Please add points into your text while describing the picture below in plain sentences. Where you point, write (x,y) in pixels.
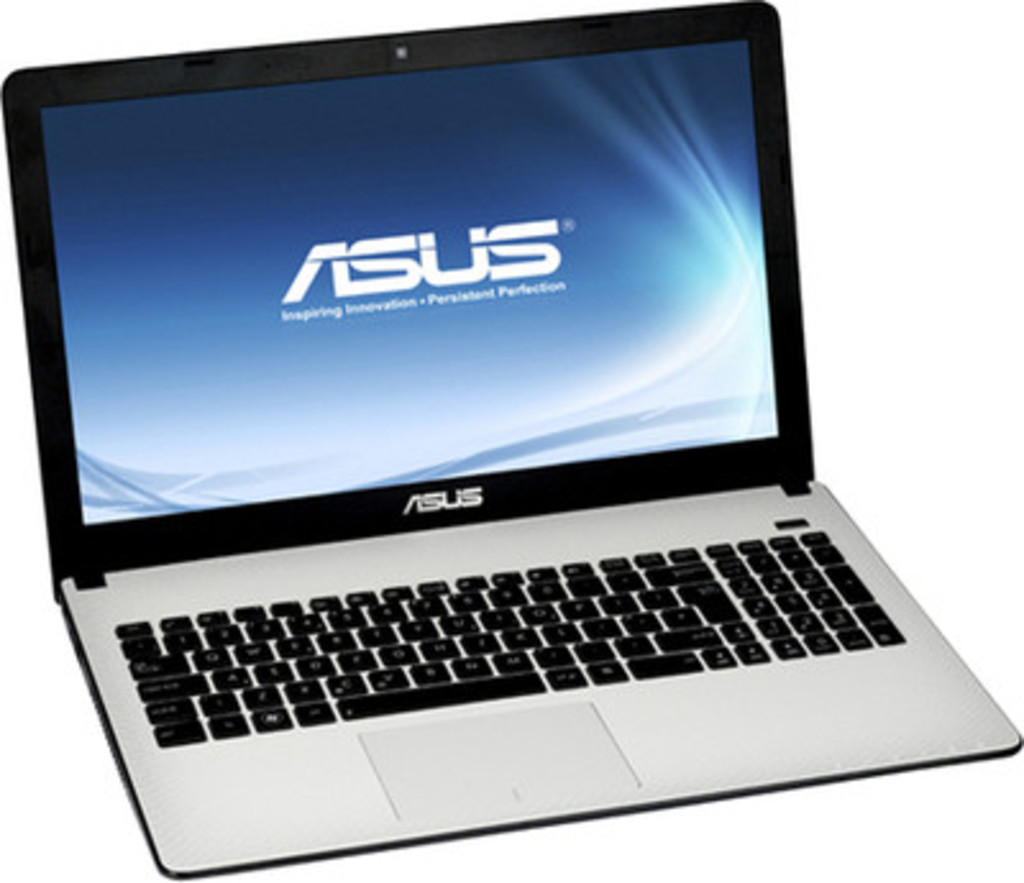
In the image we can see a laptop (358,43).
